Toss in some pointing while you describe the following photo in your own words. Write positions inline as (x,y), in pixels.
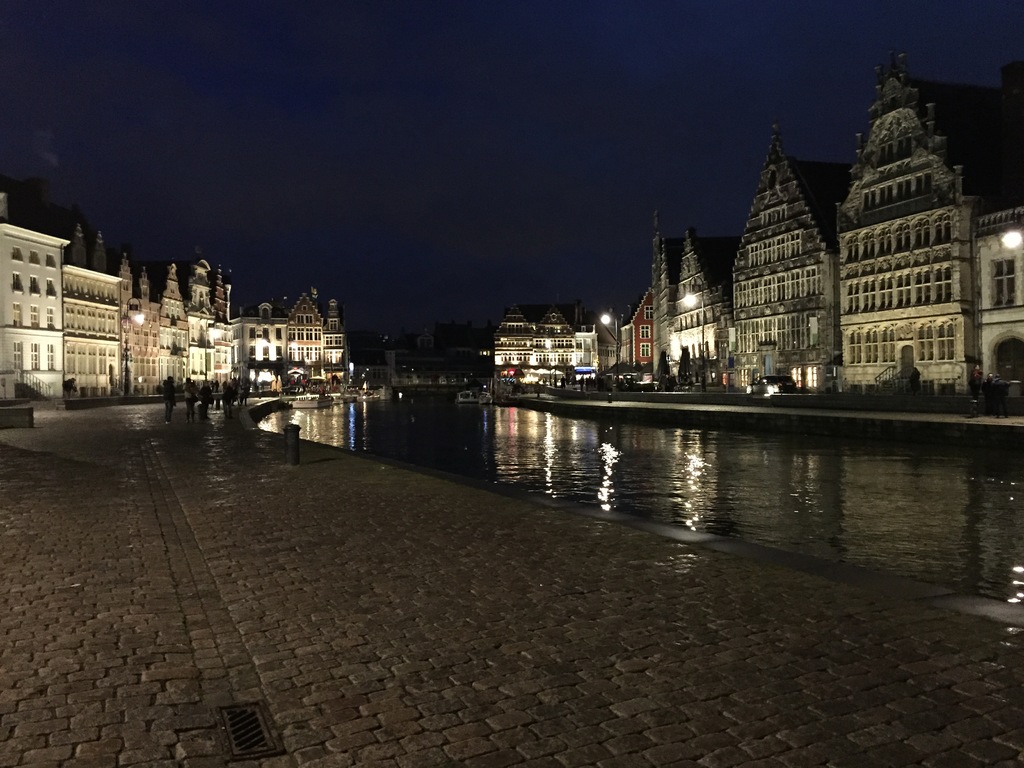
In this image I can see some water (621,474), the ground (218,529), few persons (231,412) standing on the ground (233,418), few buildings (234,369), few lights (685,303) and a boat (474,394) on the surface of the water (451,408). In the background (439,228) I can see the sky (335,132).
